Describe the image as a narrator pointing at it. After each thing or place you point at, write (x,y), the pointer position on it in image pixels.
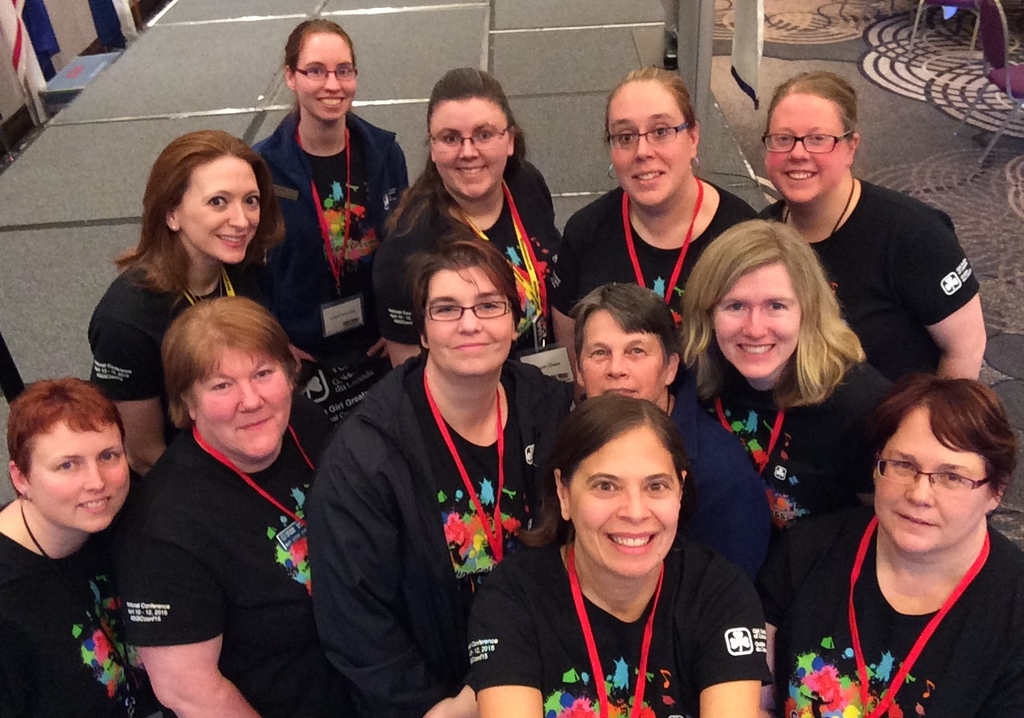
In this picture there are people (58,447) smiling and we can see chairs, floor (510,44), cloth (760,16) and few objects (749,1).
